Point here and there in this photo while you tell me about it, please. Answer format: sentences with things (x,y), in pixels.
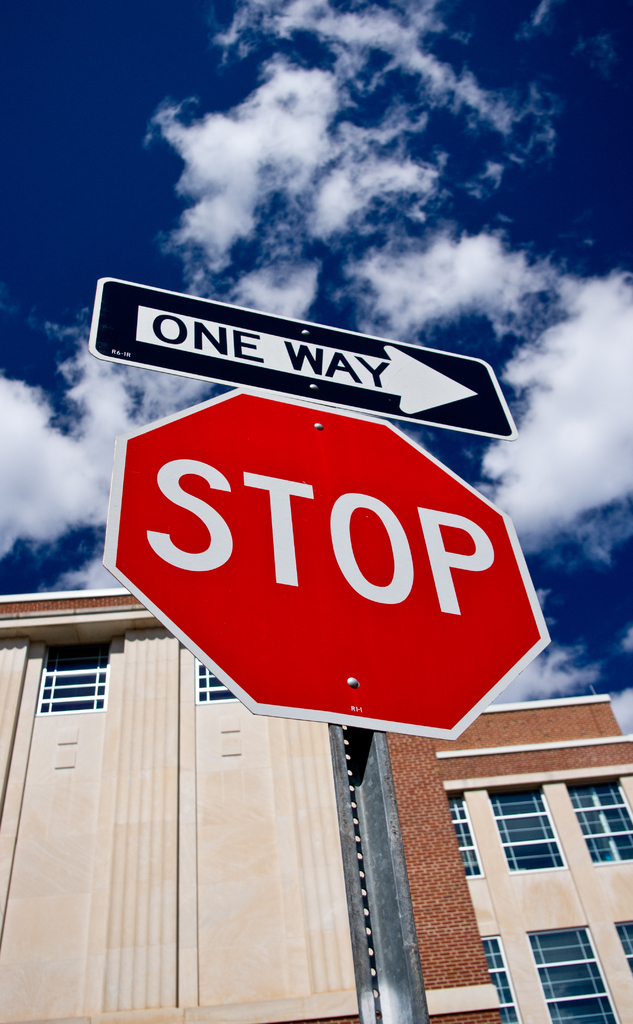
In front of the image there is a sign board (369,573), behind the board (271,620) there is a building (328,889), at the top of the image (284,185) there are clouds (414,244) in the sky (339,126).
